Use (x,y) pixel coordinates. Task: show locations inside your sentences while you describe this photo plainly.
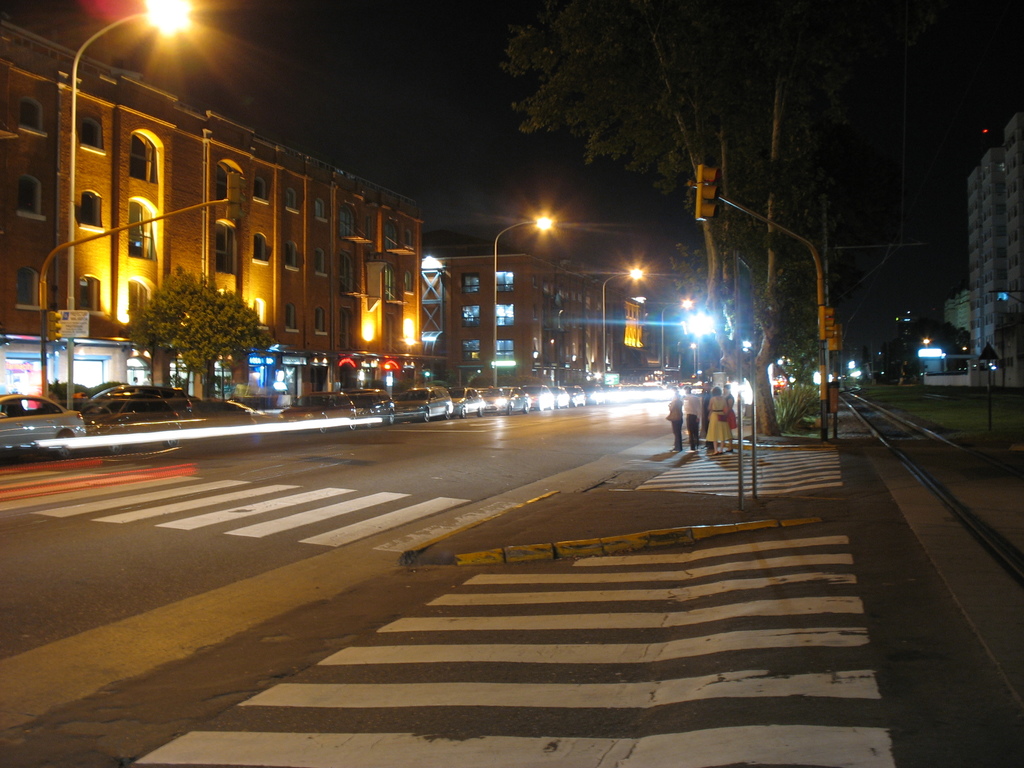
In this picture I can see the vehicles (508,390) on the road (449,467). I can see trees (719,235). I can see the buildings (282,172). I can see people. I can see the traffic light pole (711,209). I can see light poles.
